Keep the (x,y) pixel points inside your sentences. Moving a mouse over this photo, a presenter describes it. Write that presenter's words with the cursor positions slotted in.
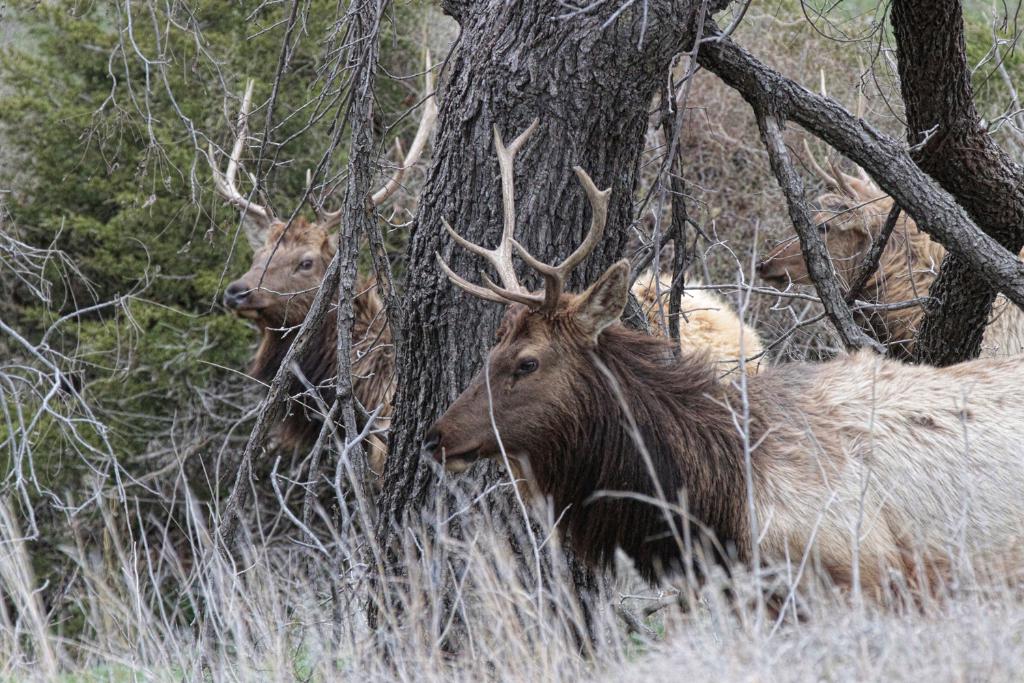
In this image we can see some animals (575,395) on the ground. We can also see the bark (545,72) of the trees (498,109), some plants (530,572) and trees (343,360).
